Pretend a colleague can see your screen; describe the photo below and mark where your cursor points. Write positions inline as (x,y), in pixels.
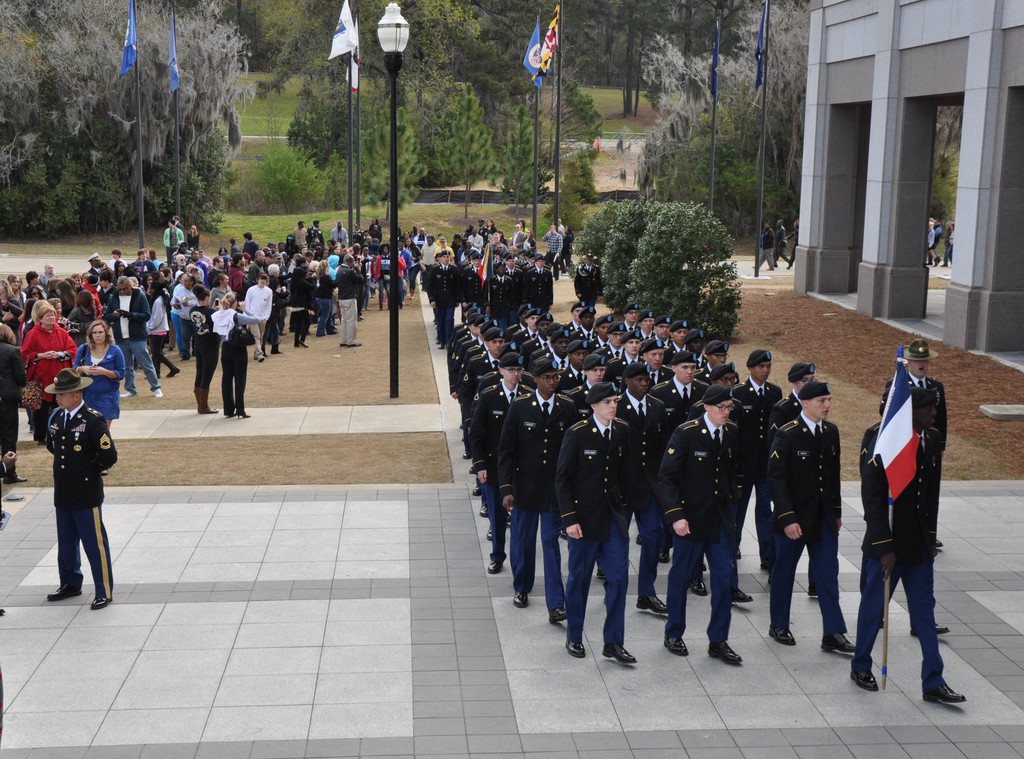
In this picture there is a building (933,39). There are group of people (613,414) walking. In the foreground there is a man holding the flag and walking. At the back (12,54) there are trees (12,54) and flags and there is a light pole (393,90). At the bottom (711,693) there is grass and there is ground (954,434) and there is a floor (651,649).
